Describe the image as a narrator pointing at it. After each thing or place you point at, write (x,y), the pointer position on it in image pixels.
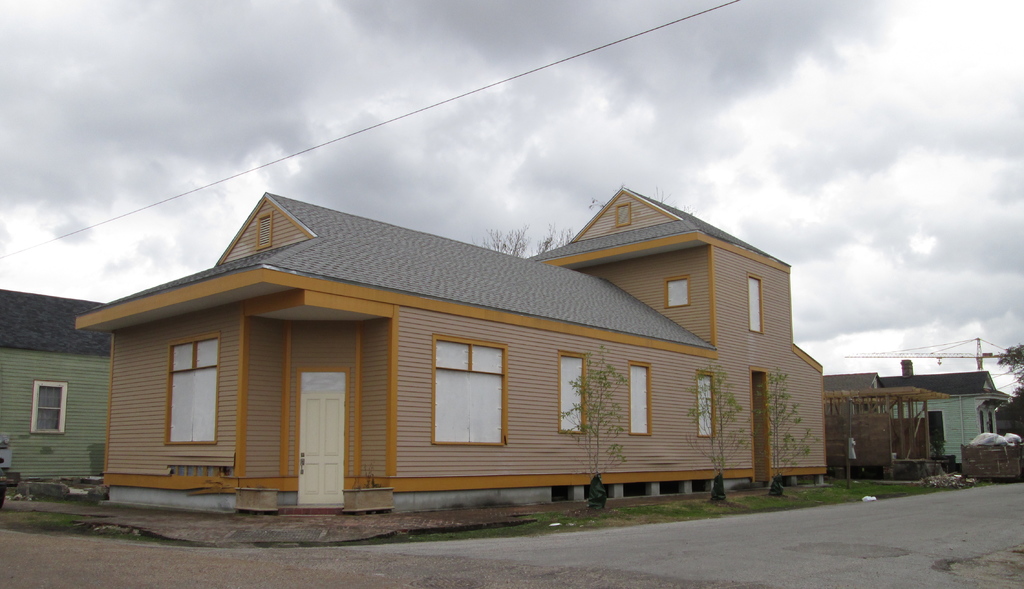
In this picture we can see road (690,582), houses (892,428), plants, trees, grass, trash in a garbage bin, crane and wire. In the background of the image (749,123) we can see the sky (854,45).
